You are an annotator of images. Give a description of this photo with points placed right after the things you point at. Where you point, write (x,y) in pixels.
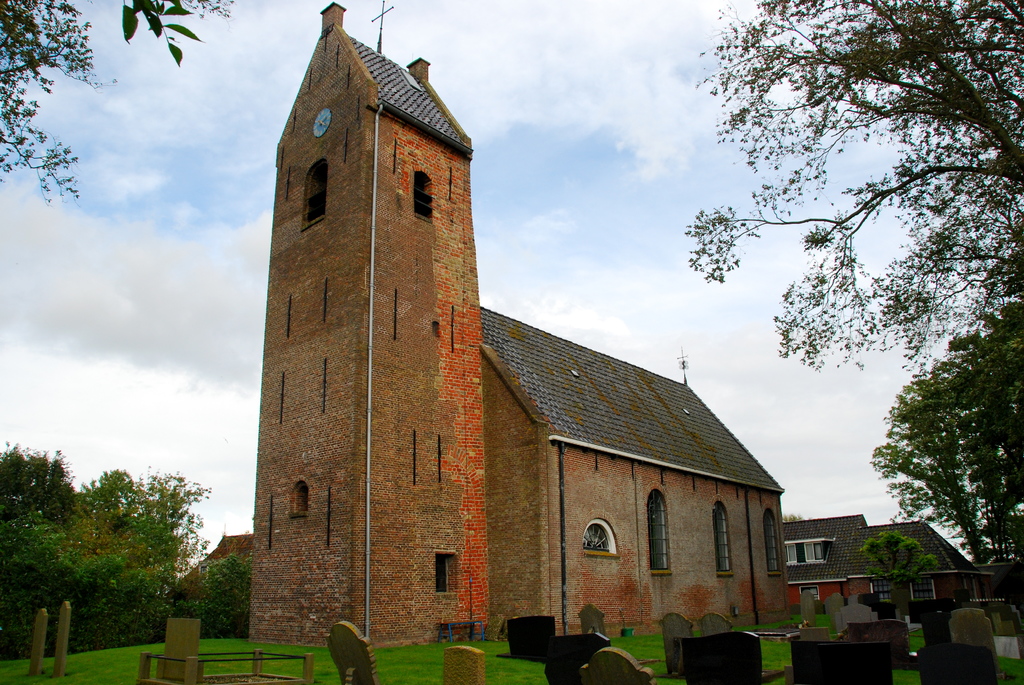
This place (965,662) is seems to be a graveyard (921,635). In the middle of the image (432,433) there are few buildings (490,508). On the right (979,308) and left side of the image (24,542) there are trees (83,559). On the ground (101,668), I can see the grass (107,666). At the top of the image (591,185) I can see the sky (568,169) and clouds (573,47).
